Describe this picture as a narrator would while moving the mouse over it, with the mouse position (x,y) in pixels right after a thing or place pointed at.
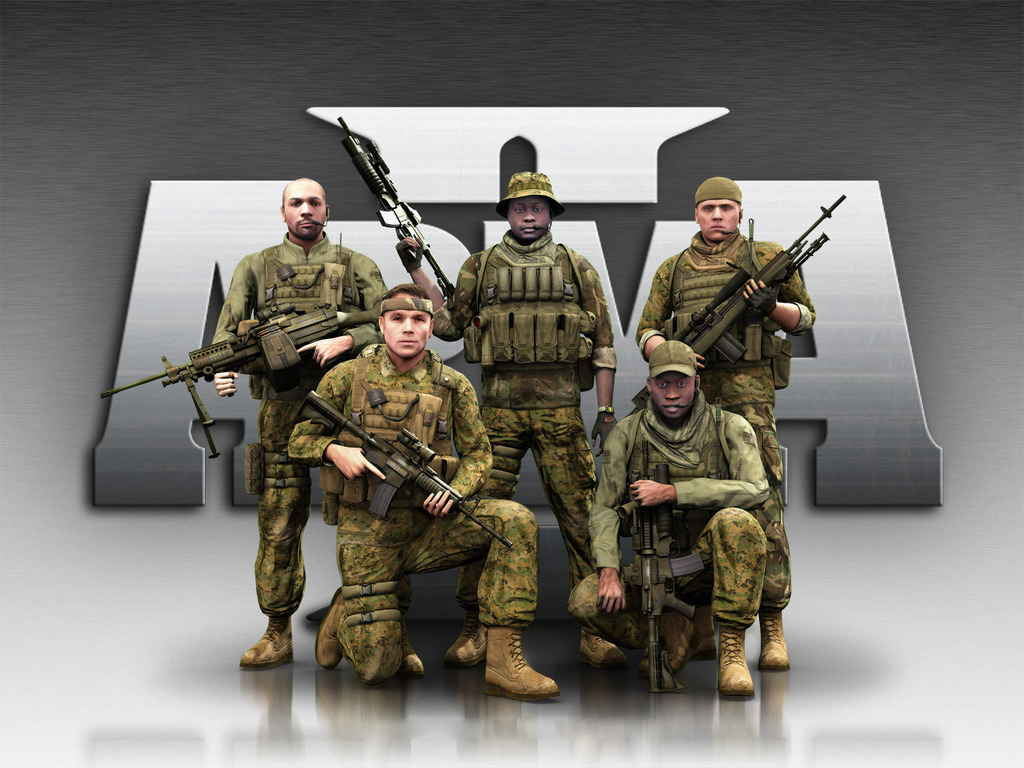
In this image we can see people (362,541) standing and some of them are sitting. They are all wearing uniforms (518,365) and holding rifles (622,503). In the background (866,343) we can see a board (866,343).
